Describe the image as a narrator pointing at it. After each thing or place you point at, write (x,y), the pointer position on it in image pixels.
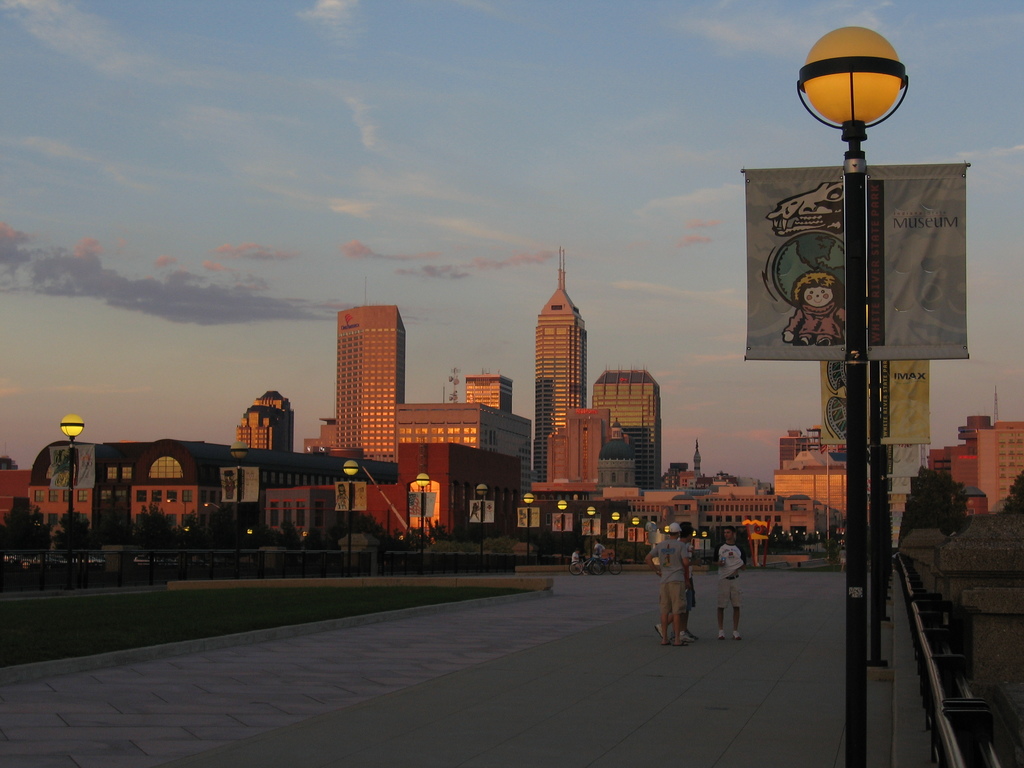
In this picture there are lamp poles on the right side of the image (884,586) and there are buildings (570,424) in the center of the image (485,471) and there is a boundary (945,721) at the bottom side of the image (966,726), there are trees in the image.
